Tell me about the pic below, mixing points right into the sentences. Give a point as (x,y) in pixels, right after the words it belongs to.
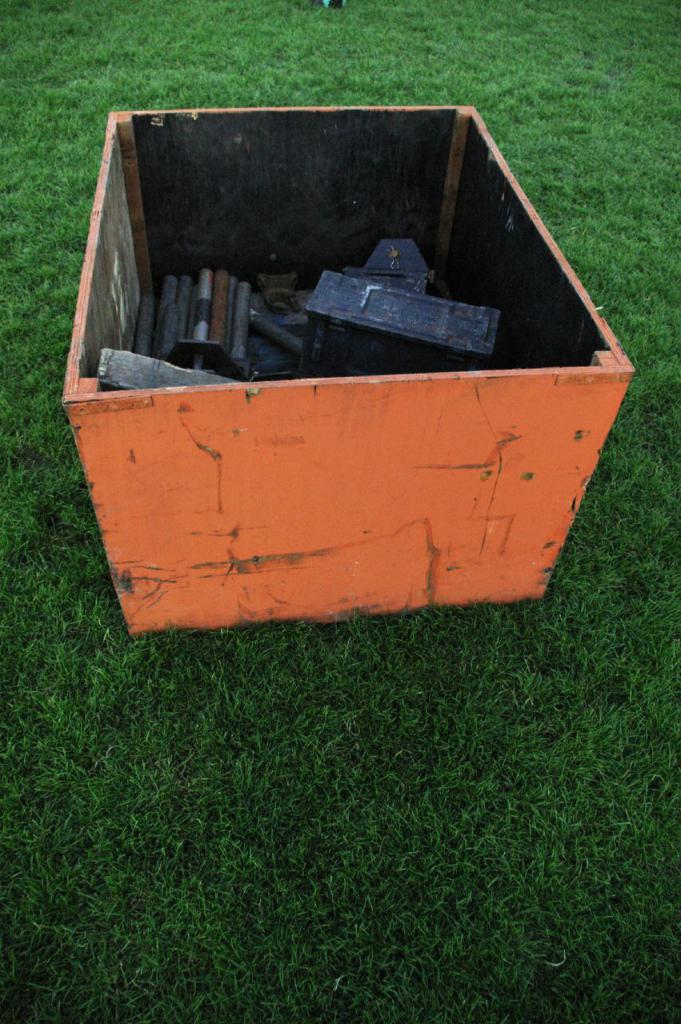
In this image we can see orange color box (335,476) which is on the ground (615,549) and there are some objects (177,278) in a box (355,208).
